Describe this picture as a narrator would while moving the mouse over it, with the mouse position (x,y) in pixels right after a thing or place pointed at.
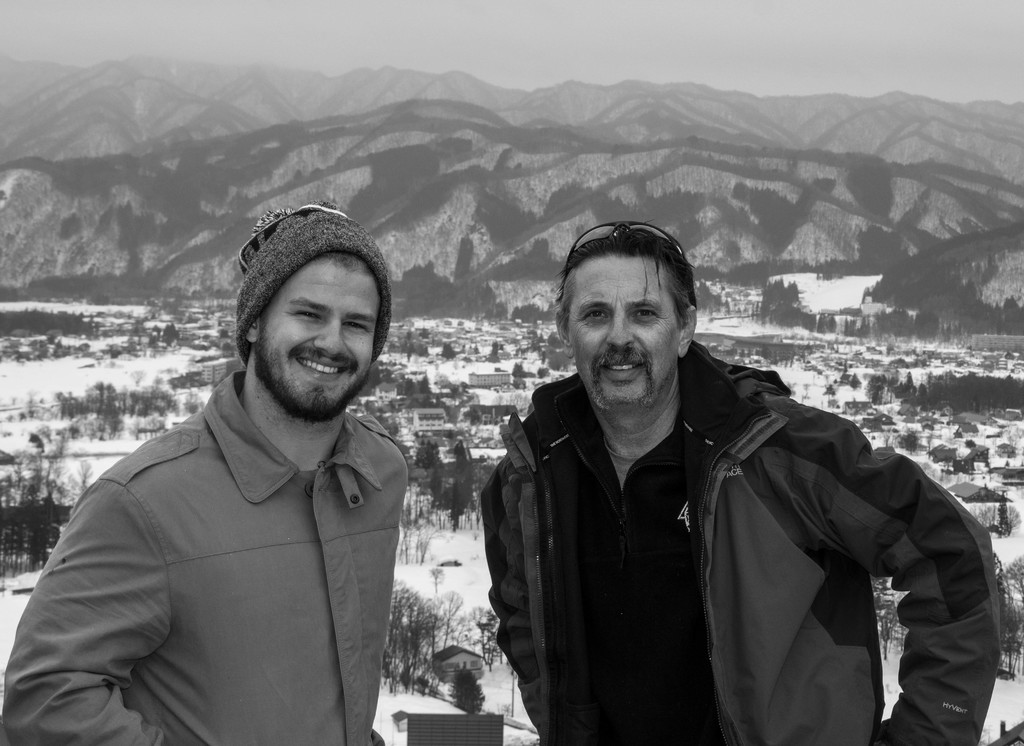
In this image we can see two persons (645,367) standing and posing for a photo and we can see some trees (35,318) and houses (15,352) and we can see the ground (1020,536) covered with the snow (440,332). We can see the mountains (584,115) in the background (994,130) and at the top (424,34) we can see the sky (214,34).
